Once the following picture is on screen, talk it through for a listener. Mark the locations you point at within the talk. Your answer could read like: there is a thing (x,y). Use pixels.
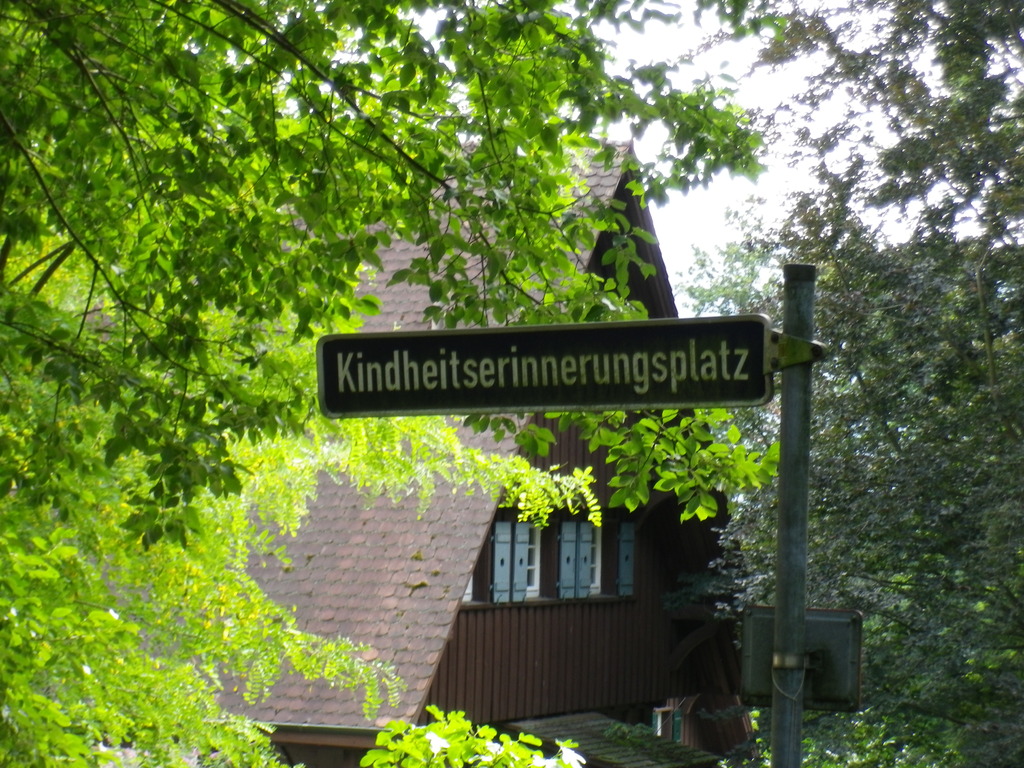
In this picture I can see the shed (604,699), trees (987,594) and board (432,365). At the top (771,90) I can see the sky (718,48). In the bottom right (819,734) I can see some plants (877,741).
